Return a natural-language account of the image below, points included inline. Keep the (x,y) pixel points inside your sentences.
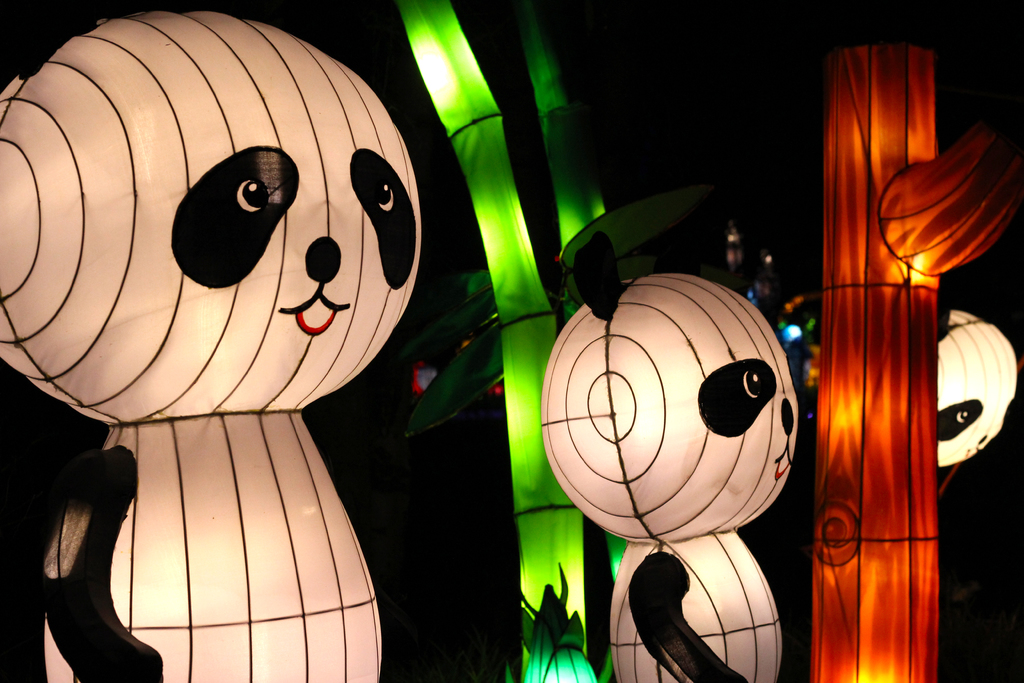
In this picture we can see panda lanterns (705,502) and lights (900,297), also we can see dark background (677,167).
